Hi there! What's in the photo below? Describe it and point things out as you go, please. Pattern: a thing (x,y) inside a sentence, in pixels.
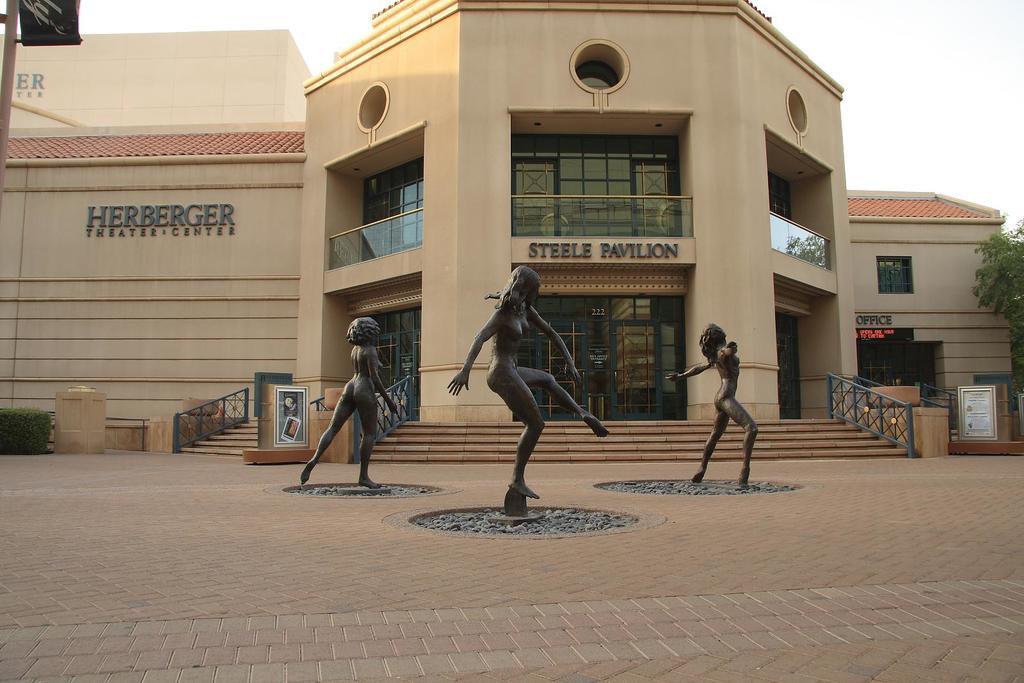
In this image, we can see a few buildings (767,251) with glass doors (642,394) and windows (566,166). We can also see some statues (598,435). We can also see the ground (662,624). There are some stairs (379,460) and railings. On the right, we can see the tree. On the top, we can see the sky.
